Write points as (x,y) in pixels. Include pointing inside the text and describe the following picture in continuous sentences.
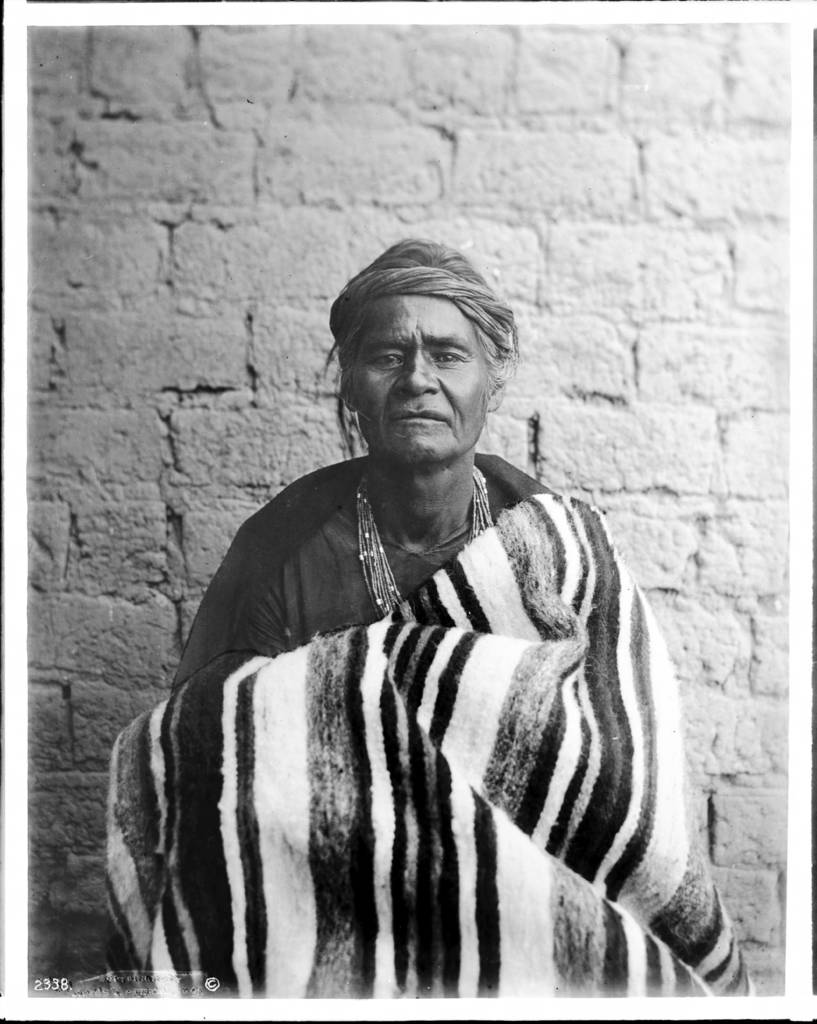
In the image we can see a person (411,419) wearing clothes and neck chain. Here we can see the wall (281,312) and a blanket (396,770). On the bottom left (49,980) we can see the watermark (67,985).
